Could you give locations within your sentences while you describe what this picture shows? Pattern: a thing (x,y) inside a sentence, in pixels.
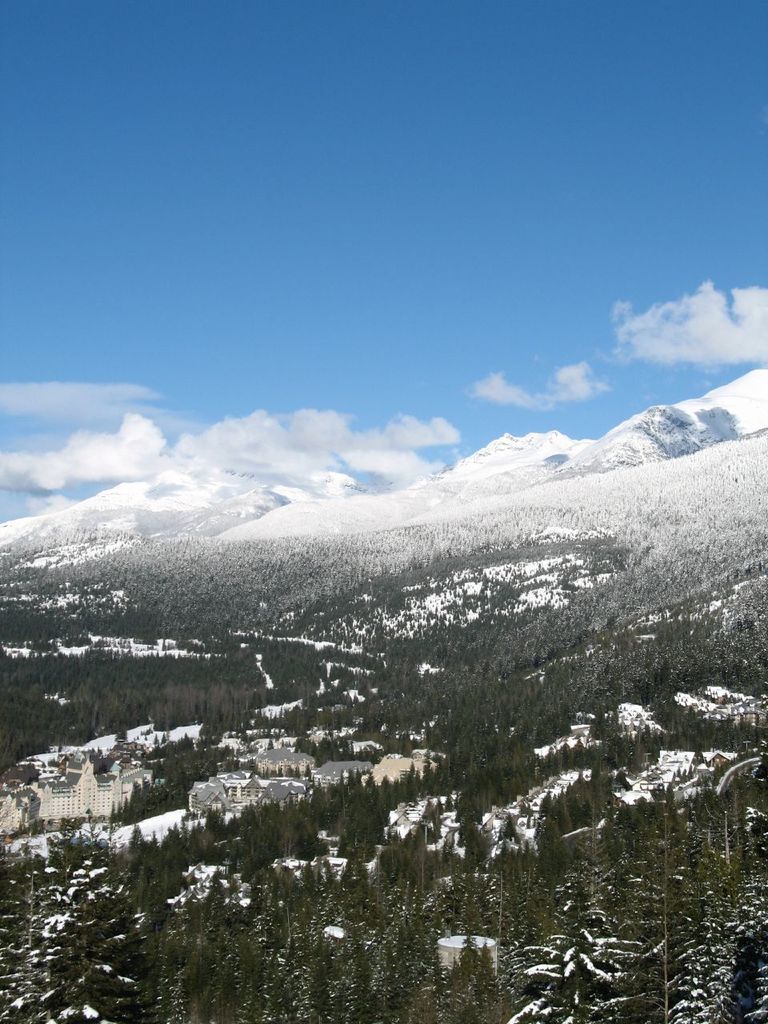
In this image at the bottom (307,882) there are some trees (398,934) and buildings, and in the background (219,509) there are mountains (364,494) and snow (510,494). At the top (250,212) there is sky (328,277).
